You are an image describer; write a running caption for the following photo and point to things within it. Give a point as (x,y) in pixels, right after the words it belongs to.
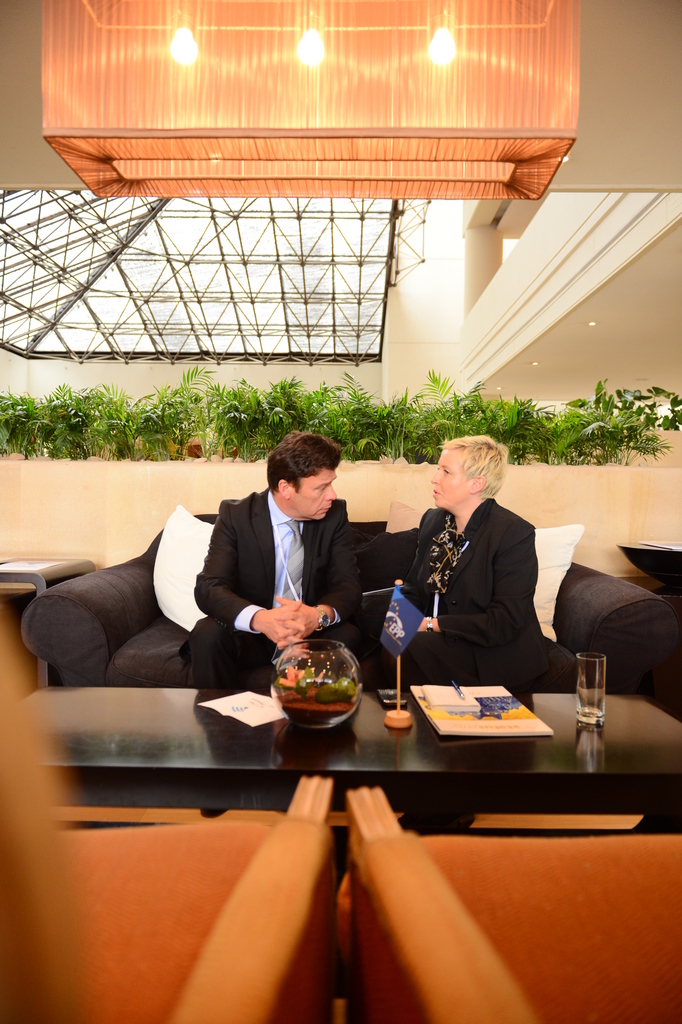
In this image I can see two people (274,461) are sitting on a sofa (640,646). Here on this table (399,795) I can see a flag (390,639), a glass (595,685) and few more stuffs (330,680). In the background (451,431) I can see number of plants (348,416) and few lights (175,50).
